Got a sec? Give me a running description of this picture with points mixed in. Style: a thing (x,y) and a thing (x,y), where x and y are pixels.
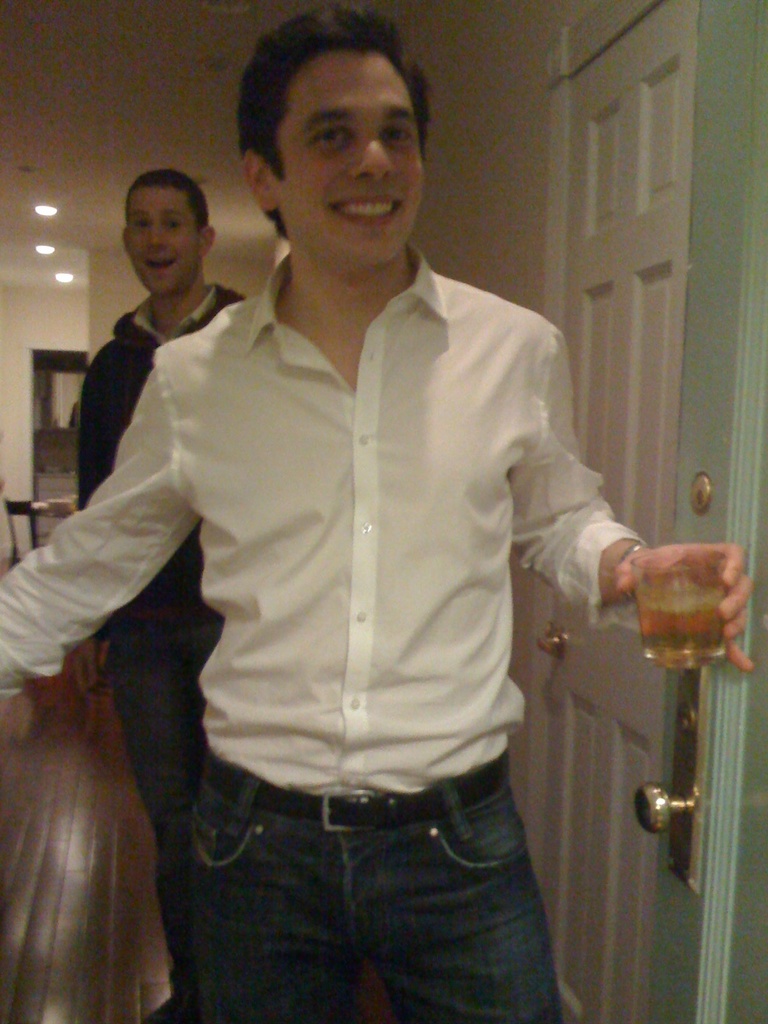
This picture shows couple of men (233,569) standing with a smile on the faces (162,264) and we see a man (316,494) holding a glass (665,614) in his hand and we see lights (46,213) to the ceiling (4,248) and a door (609,312) on the side.
